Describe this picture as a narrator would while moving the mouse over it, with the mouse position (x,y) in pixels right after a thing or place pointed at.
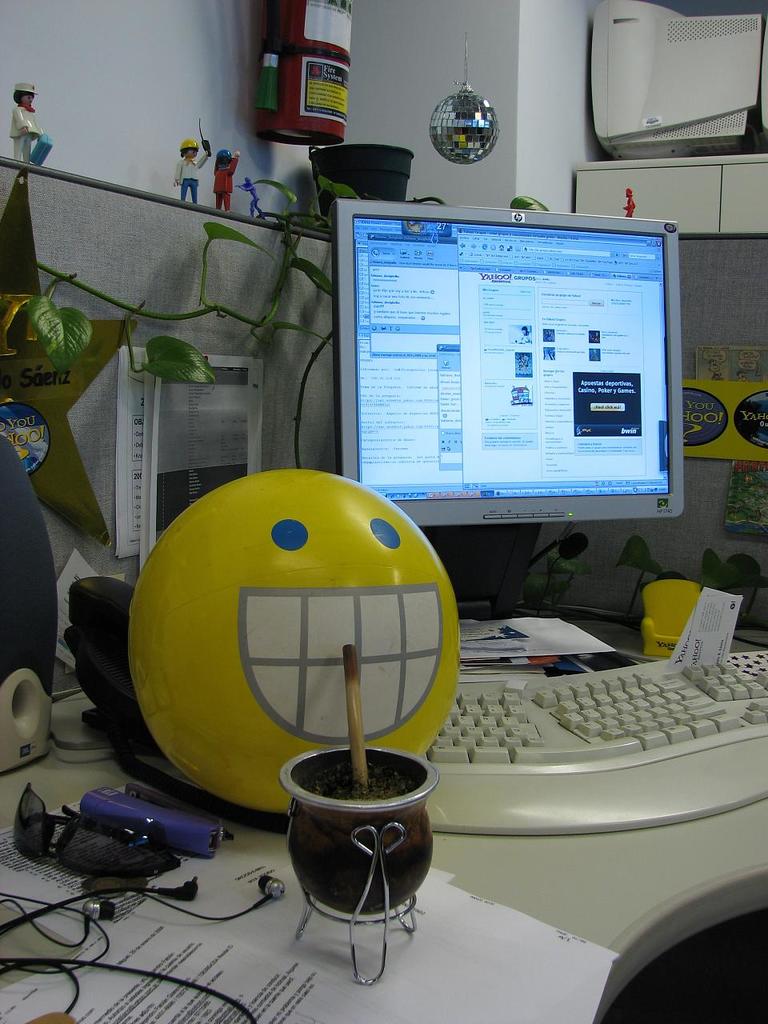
In this image we can see a platform (593,864). On that there is keyboard (578,687), computer (568,490), papers (296,972), stapler (142,788), headset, ball (211,649) and some other items (669,596). And there is a plant (127,337). Also there is a wall (256,282) with something pasted on that. And there is a fire extinguisher (340,58). And there are few toys (196,166). And there is a pot (349,164). And there is another computer (649,58). And there are some other items (488,117).
